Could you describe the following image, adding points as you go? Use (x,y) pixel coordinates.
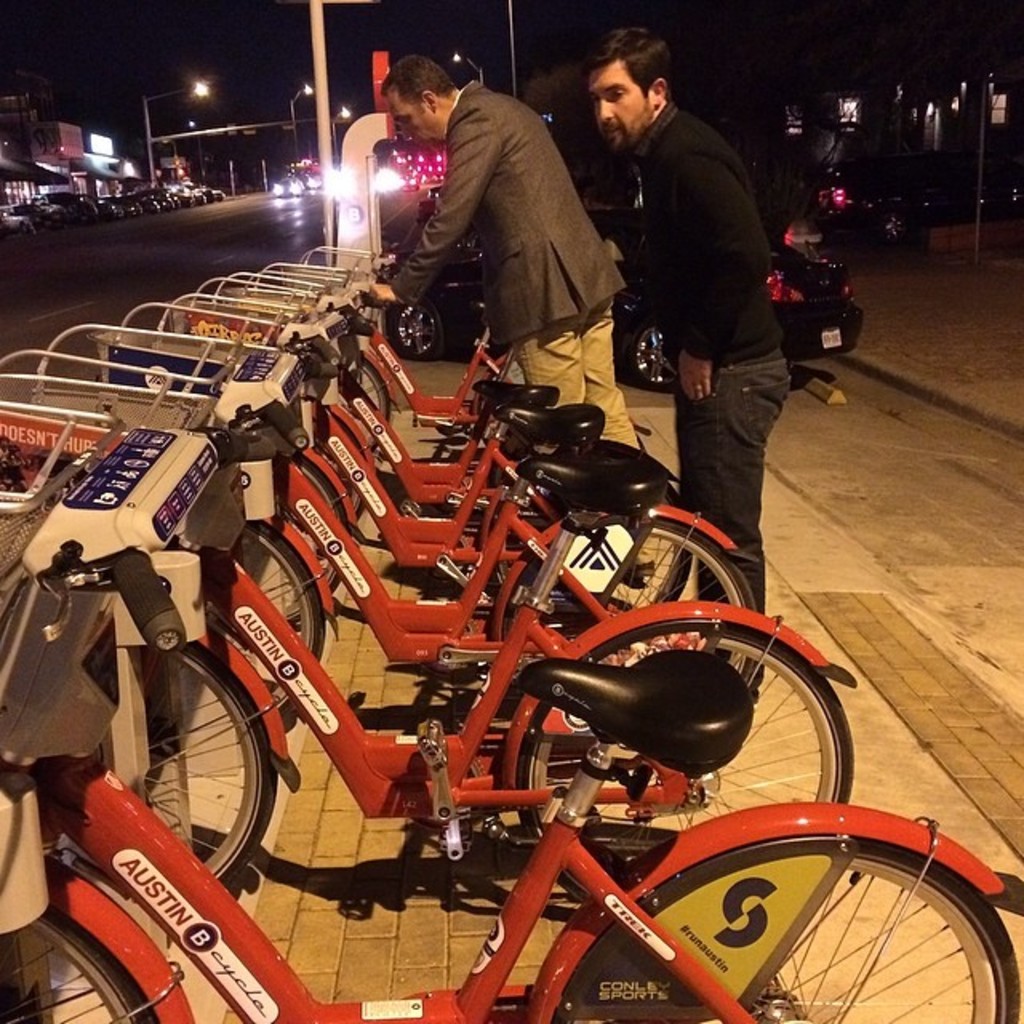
In the middle of the image (534,386) we can see some bicycles (199,957). Behind the bicycles (484,341) two persons (752,241) are standing. Beside them we can see some vehicles (631,247) on the road (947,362). At the top of the image (17,168) we can see some poles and buildings (17,168).
